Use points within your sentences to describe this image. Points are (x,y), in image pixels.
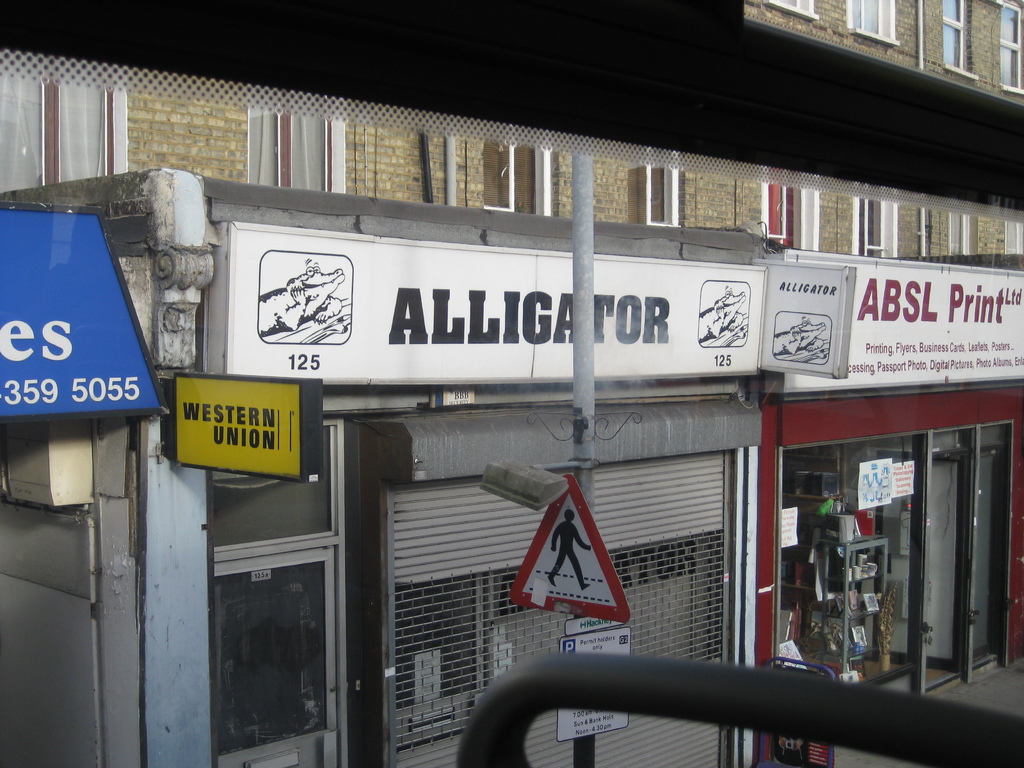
In this image we can see buildings (623,211), there are windows (790,212), a pole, signboard (428,360), there are boards (388,349) with text (634,300) on it, there are some objects (861,563) on the racks (843,650), there is a shutter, there are posters (880,499) on the glass door (816,569).
